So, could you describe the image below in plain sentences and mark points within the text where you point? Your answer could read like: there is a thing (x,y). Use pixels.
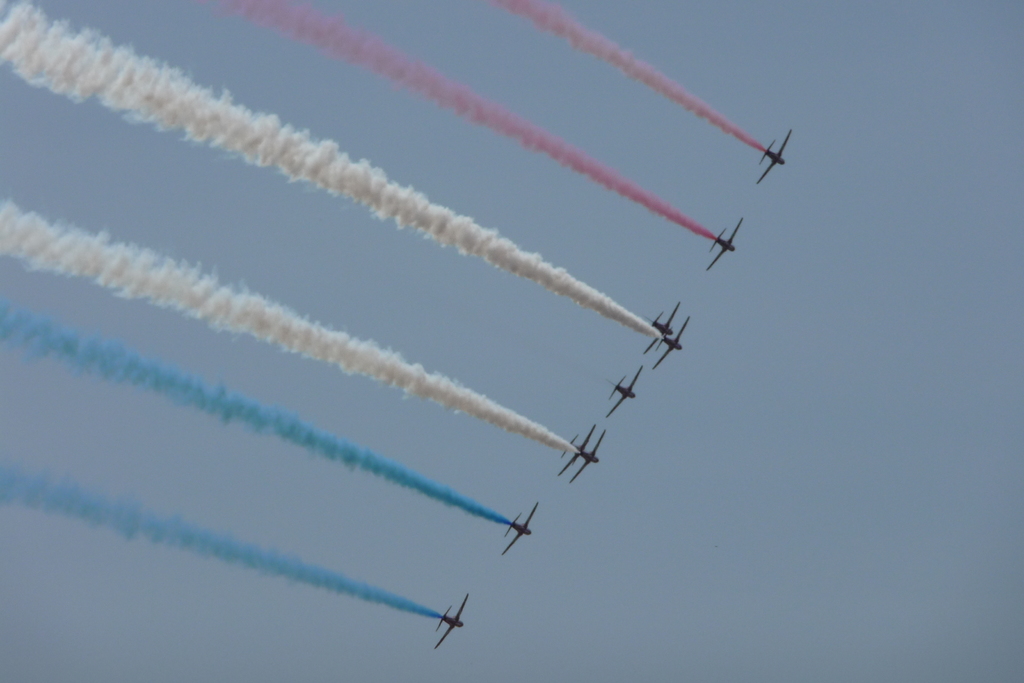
In this image few airplanes (508,532) are flying in air (354,545). Few airplanes (567,466) are releasing the smoke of different colours. Two planes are releasing the red colour smoke (653,196). Two planes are releasing blue colour smoke (394,604). In background (391,391) there is sky (773,451).
